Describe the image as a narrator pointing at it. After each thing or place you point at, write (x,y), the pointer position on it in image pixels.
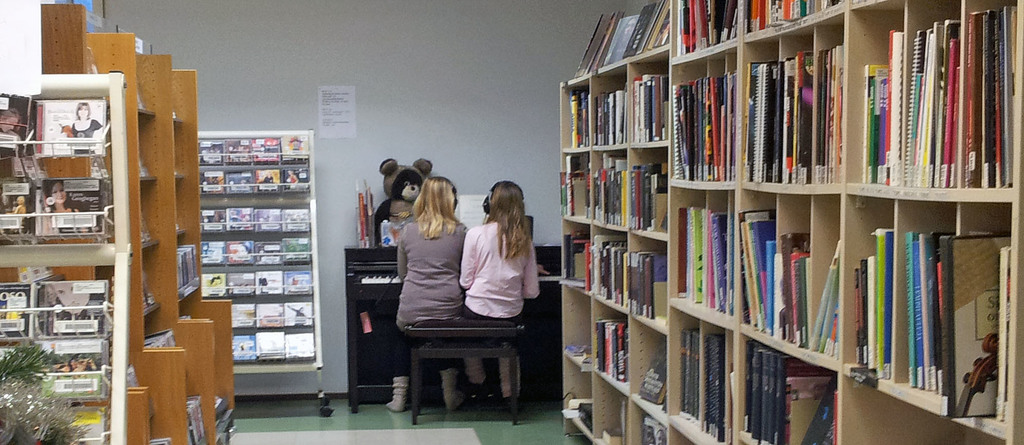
In this picture we can see books (597,191) in racks (897,319), two people (532,261) sitting on a stool (475,340), piano (353,287), teddy bear (414,192), papers (460,202), plant (23,358), poster (335,131) on the wall (321,71) and some objects (211,183) in racks (167,244).
